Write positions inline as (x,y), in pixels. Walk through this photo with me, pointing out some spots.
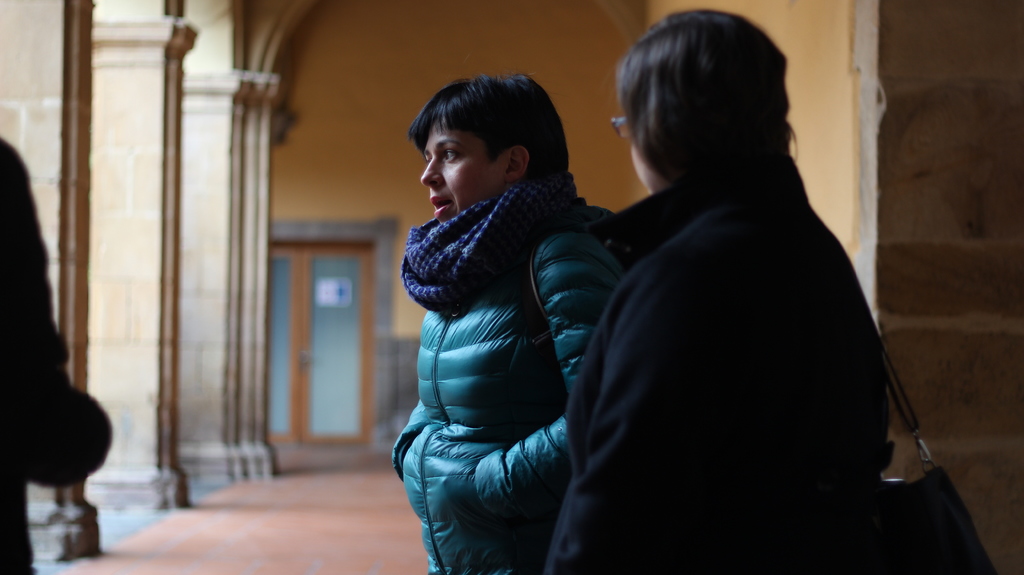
In this image there are three persons (469,353), in the background (393,253) there is a wall (535,69) to that there is a door (352,437), on the left side (89,213) there are three pillars (176,283).
